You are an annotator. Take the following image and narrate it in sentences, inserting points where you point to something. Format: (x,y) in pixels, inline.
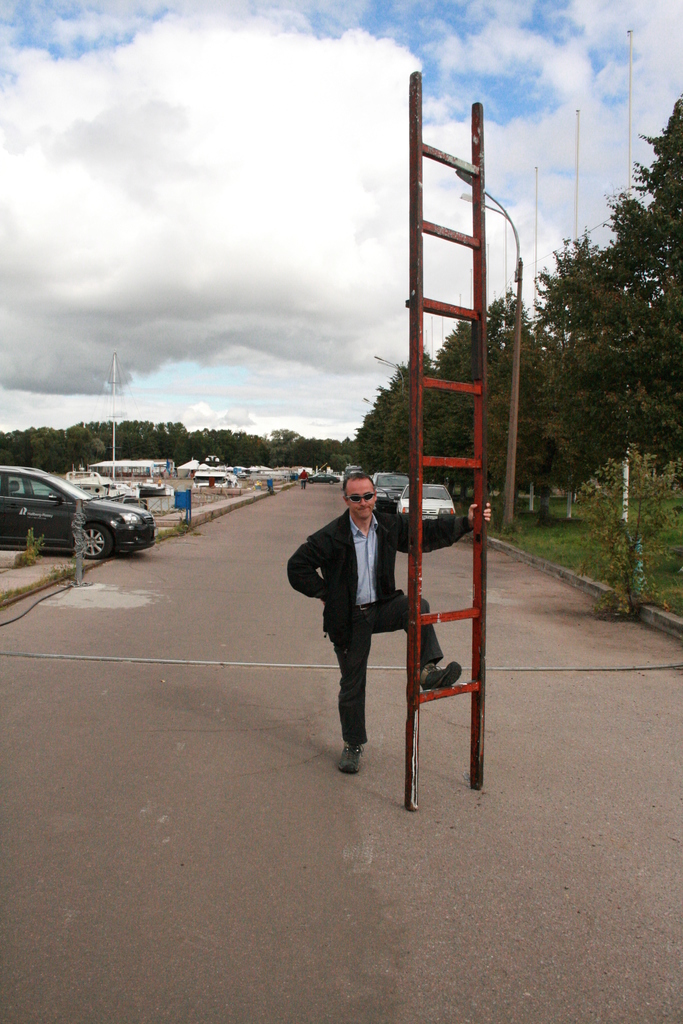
This is an outside view. In the middle of the image (371,582) there is a man (366,538) holding a ladder (441,618) and standing on the ground (366,855). In the background (383,492) there are many vehicles (71,502), buildings (139,461) and trees (596,323). At the top of the image (387,135) I can see the sky (562,29) and clouds (202,201).
